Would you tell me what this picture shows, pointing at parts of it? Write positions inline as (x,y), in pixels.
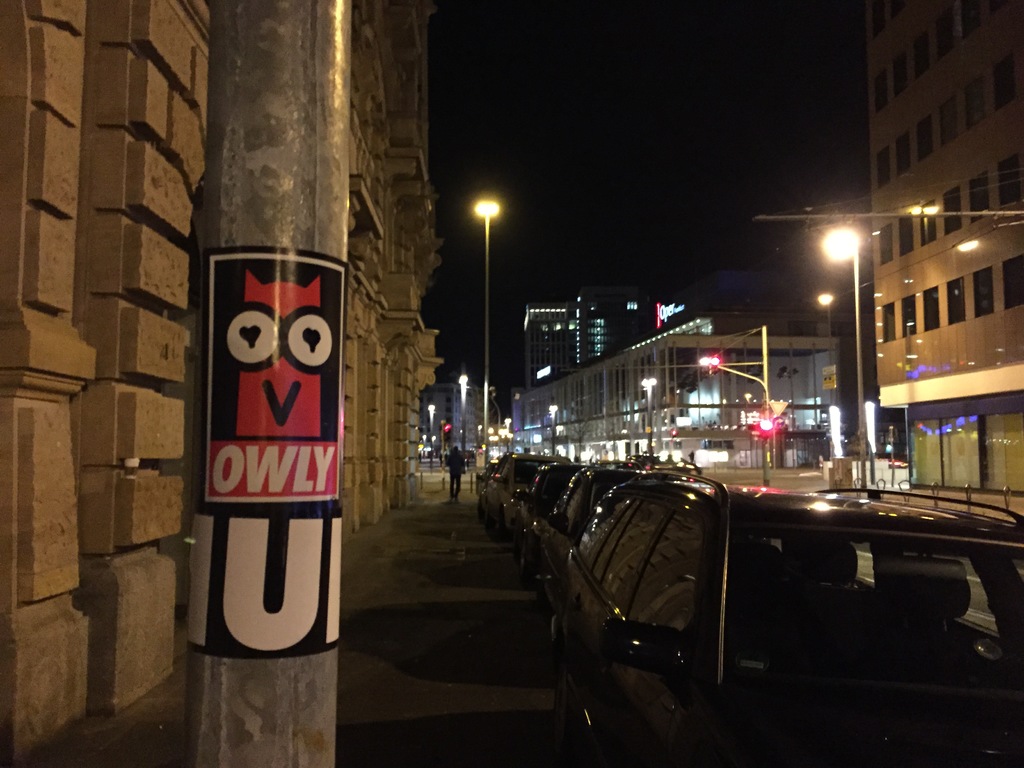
At the center of the image (503,508) there are some vehicles (588,587) which are parked in a side of a road (531,722). On the left side of the image (80,440) there is a wall (169,85), in front of the wall (183,63) there is a pole (271,686) and one person (451,470) is walking in the path (462,476) of a road (482,523). On the right side of the image (825,356) there are some buildings (671,395) and utility poles (649,390). The background (491,134) is dark.
